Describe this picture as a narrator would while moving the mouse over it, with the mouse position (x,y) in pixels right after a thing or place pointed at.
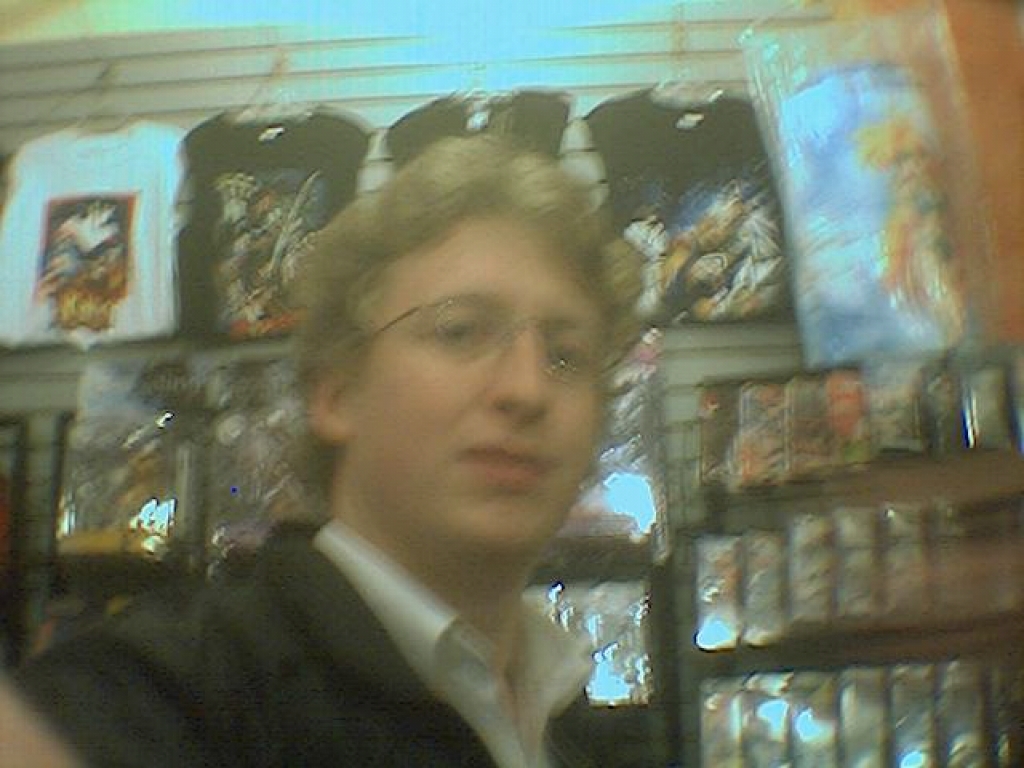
This image consists of a man (340,701) wearing white and black dress (358,668). In the background (79,322), we can see clothes (664,132) hanged on the wall (62,123). And the background (1010,607) is blurred.
